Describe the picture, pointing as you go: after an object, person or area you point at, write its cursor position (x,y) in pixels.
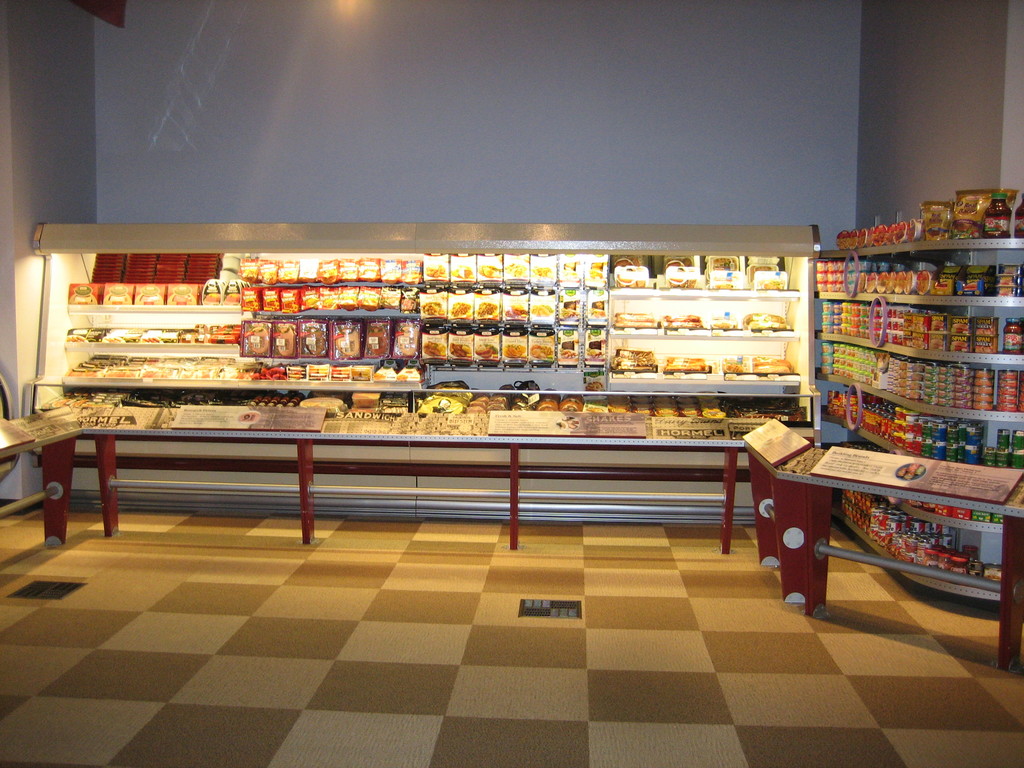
In this picture we can see boards (604,432) on tables (690,442), floor (669,528), bottles (853,360) and objects (895,284) in racks (852,340). In the background of the image (619,108) we can see wall (619,87).
